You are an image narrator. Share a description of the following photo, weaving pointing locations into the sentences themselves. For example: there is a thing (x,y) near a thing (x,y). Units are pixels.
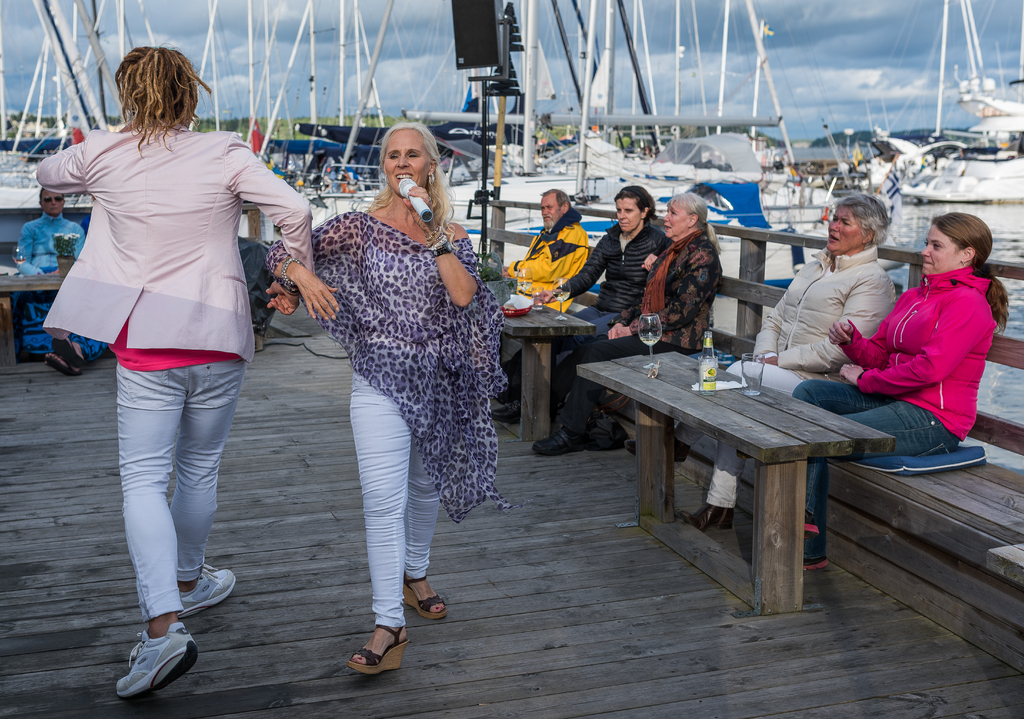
This is on a pier (478,595). Two person (418,322) are dancing in the middle (430,350). The lady (409,281) in the middle (401,374) is singing she is holding a microphone (419,208). On the right side (918,417) there are five people (932,442) sitting on the bench (977,486). In front of them there are two tables (724,415). On the tables (766,419) there are glasses (653,357) and bottles (706,384). In the background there are so many other yachts (835,174). The sky (411,51) is cloudy. There is a speaker (490,61) in the background (490,46). The floor (626,664) is wooden. In the left side (38,229) there is person (44,240) sitting wearing a blue shirt (33,249).
